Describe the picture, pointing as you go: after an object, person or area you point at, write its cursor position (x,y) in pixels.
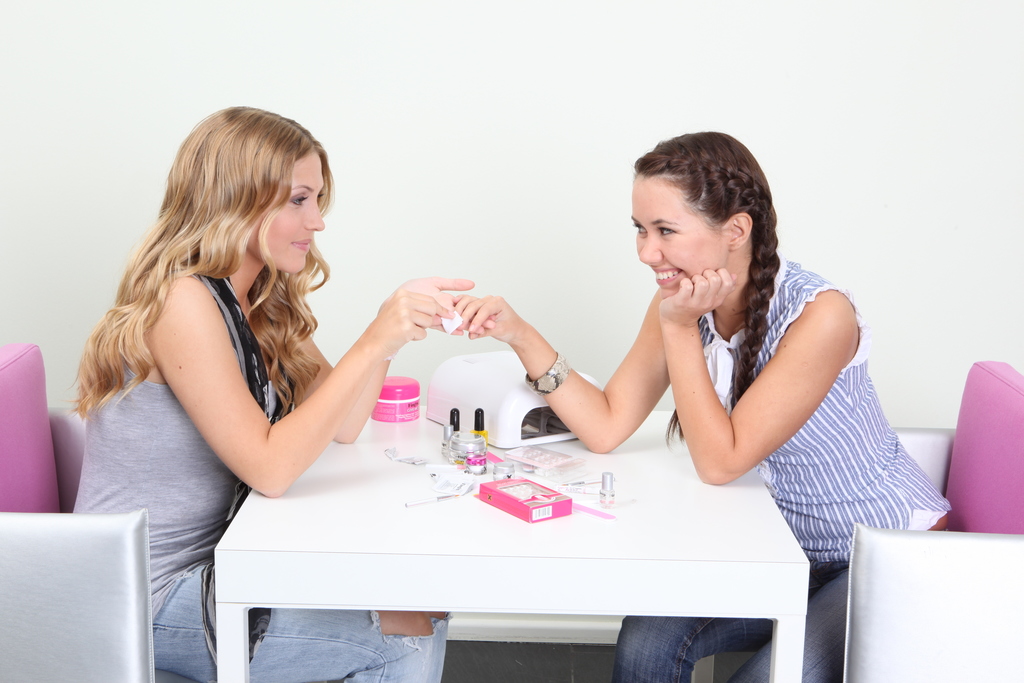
This is the picture of people (264,458) sitting on chairs (4,631) around the table (426,469) and on the table (474,501) we have some items (490,494) related to the nails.
